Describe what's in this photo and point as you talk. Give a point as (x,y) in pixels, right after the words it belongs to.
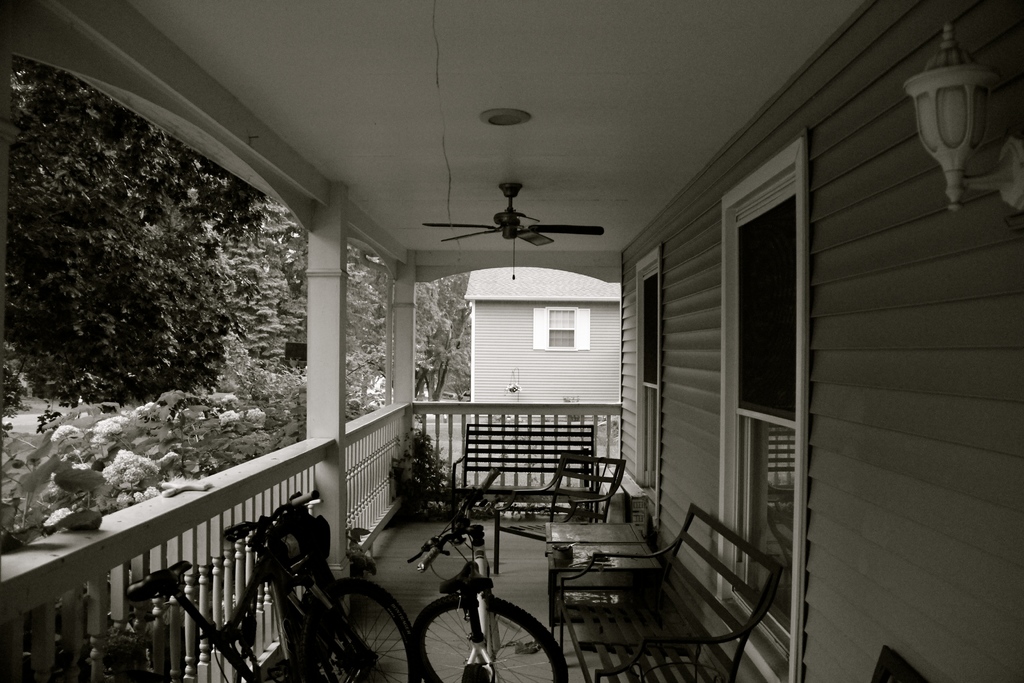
This is a black and white picture. Here we can see chairs (633,666) and table (612,549). These are the bicycles (288,611). Here we can see some plants (97,462) and these are the trees (241,242). And there is a fan (516,236).
